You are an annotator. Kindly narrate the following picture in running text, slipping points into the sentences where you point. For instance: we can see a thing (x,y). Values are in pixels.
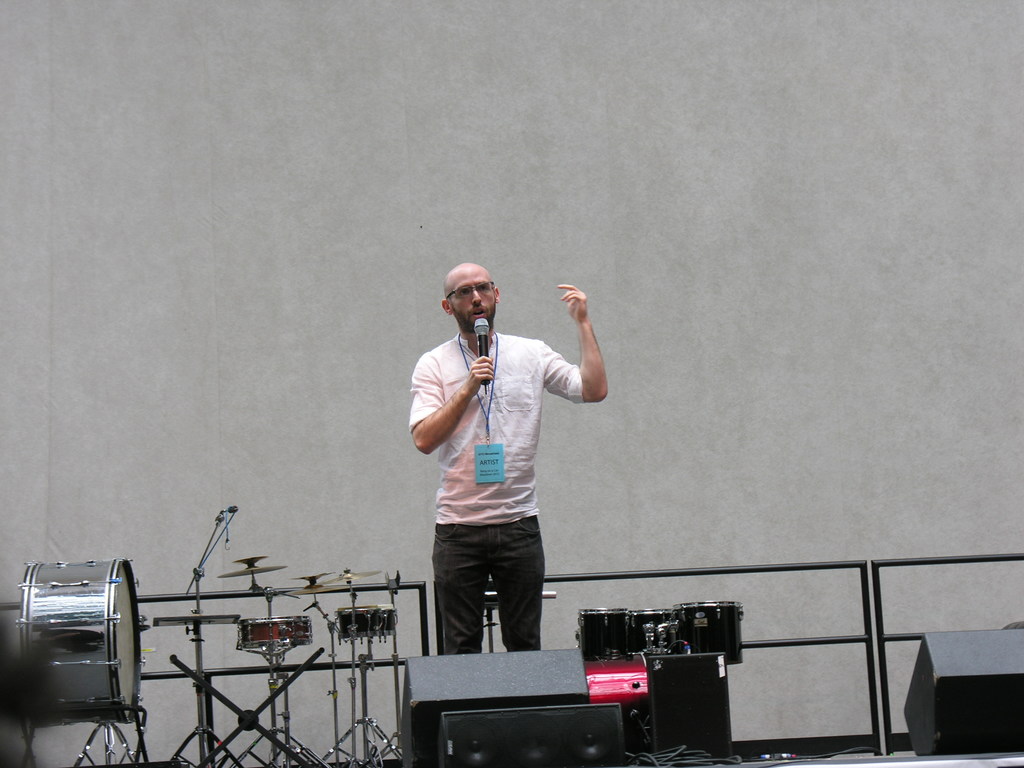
At the bottom of this image (529,525), there is a person (533,546) in a white color t-shirt (452,461), wearing a badge (477,461), speaking and standing on a stage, on which there are speakers (489,662), a stand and musical instruments (383,610). And the background (802,246) is gray in color.
